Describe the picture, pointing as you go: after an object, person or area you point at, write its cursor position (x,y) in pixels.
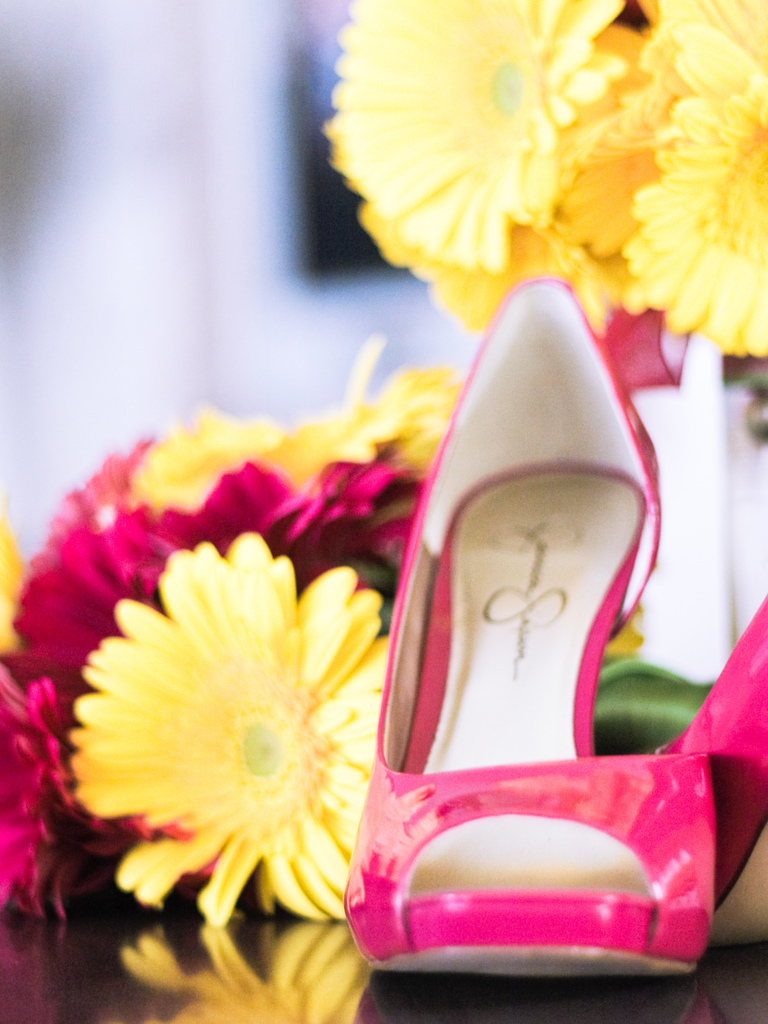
This image consists of sandals (648,788) in pink color. And we can see flowers (481,271) in yellow and red colors. The background (19,339) is blurred.
